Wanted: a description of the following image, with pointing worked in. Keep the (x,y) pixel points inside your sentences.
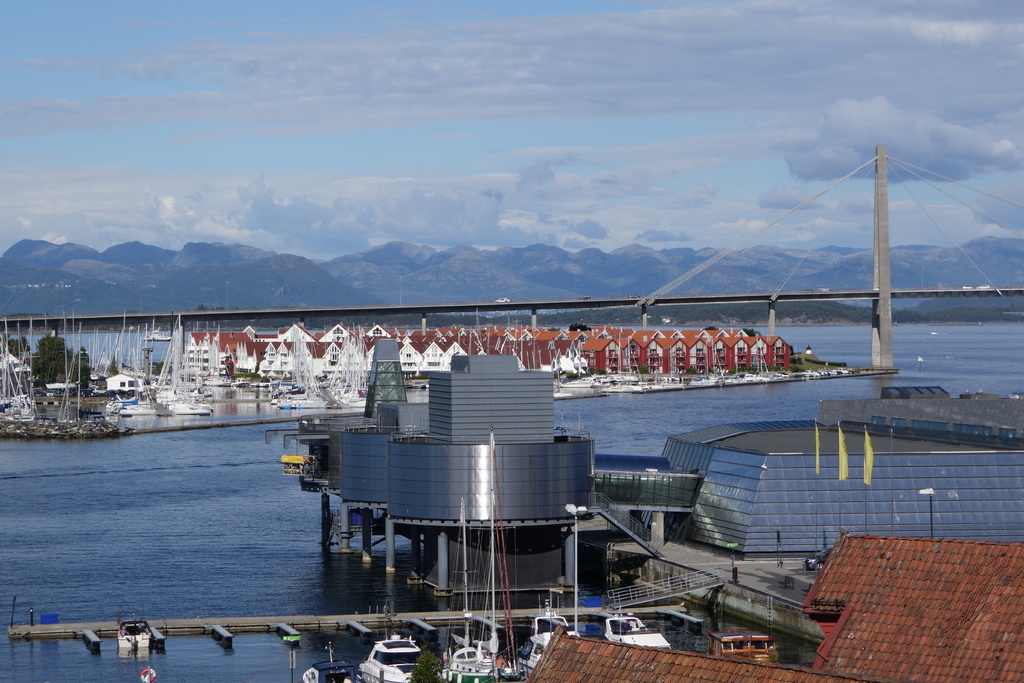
In this image there is water (135,553) at the bottom (102,546). In the water (86,536) there are so many buildings (319,341) one beside the other. In the middle (639,305) there is a bridge (816,292). In the background (468,271) there are hills (439,273). At the bottom (468,656) there are few boats (344,661) in the water (299,664). Beside the boats (482,650) there are buildings (696,505).
